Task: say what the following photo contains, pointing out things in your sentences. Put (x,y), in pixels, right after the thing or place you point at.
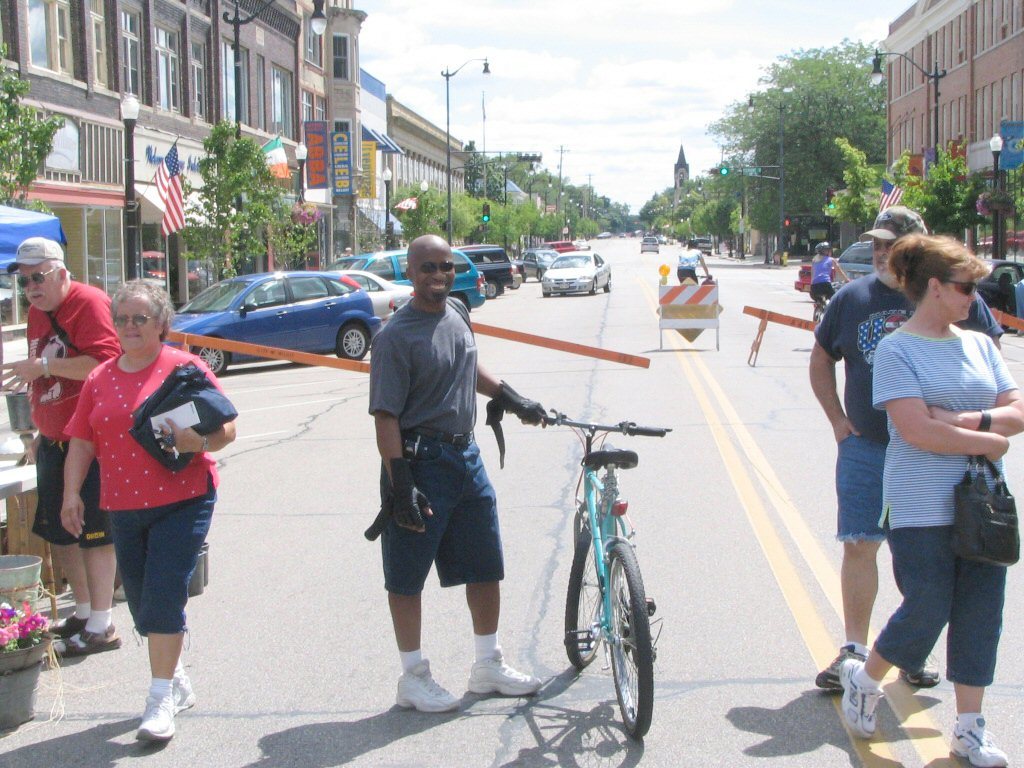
The picture contains some people (55,251) are walking on the road (583,307) and some people (453,274) are riding the cycle (825,300) the right side the car (861,252) is parked and left side (191,321) also car (224,338) is parked behind the person (429,297) there are so many trees (769,192) and building (751,248) are there background is very cloudy.
